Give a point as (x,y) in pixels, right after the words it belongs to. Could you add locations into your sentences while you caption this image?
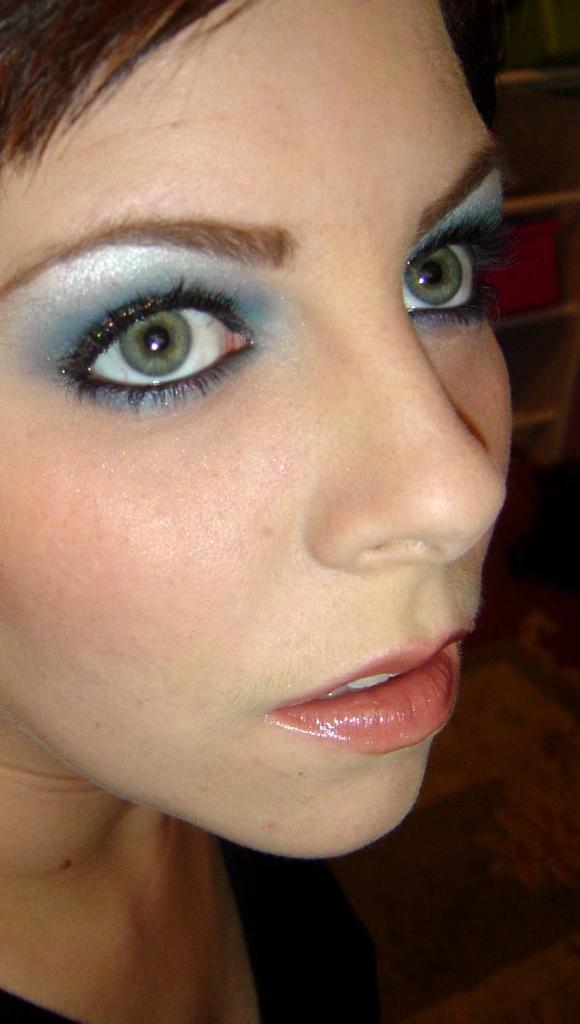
In this image in front (306,171) there is a person (275,421). On the right side of the image (554,222) there are few objects (549,185).
